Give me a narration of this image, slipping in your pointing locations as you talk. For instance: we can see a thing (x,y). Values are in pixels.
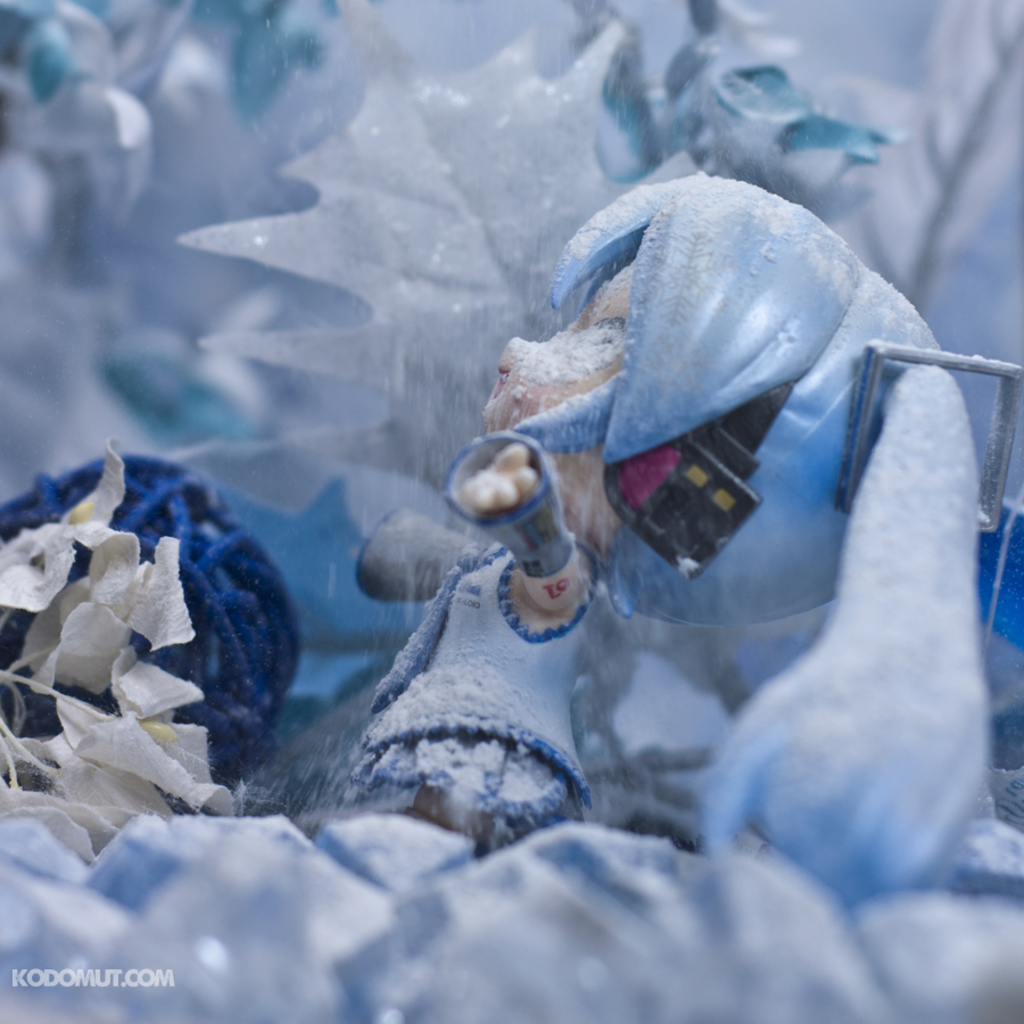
In this picture we can see a toy (649,514) and a watermark (142,968).
